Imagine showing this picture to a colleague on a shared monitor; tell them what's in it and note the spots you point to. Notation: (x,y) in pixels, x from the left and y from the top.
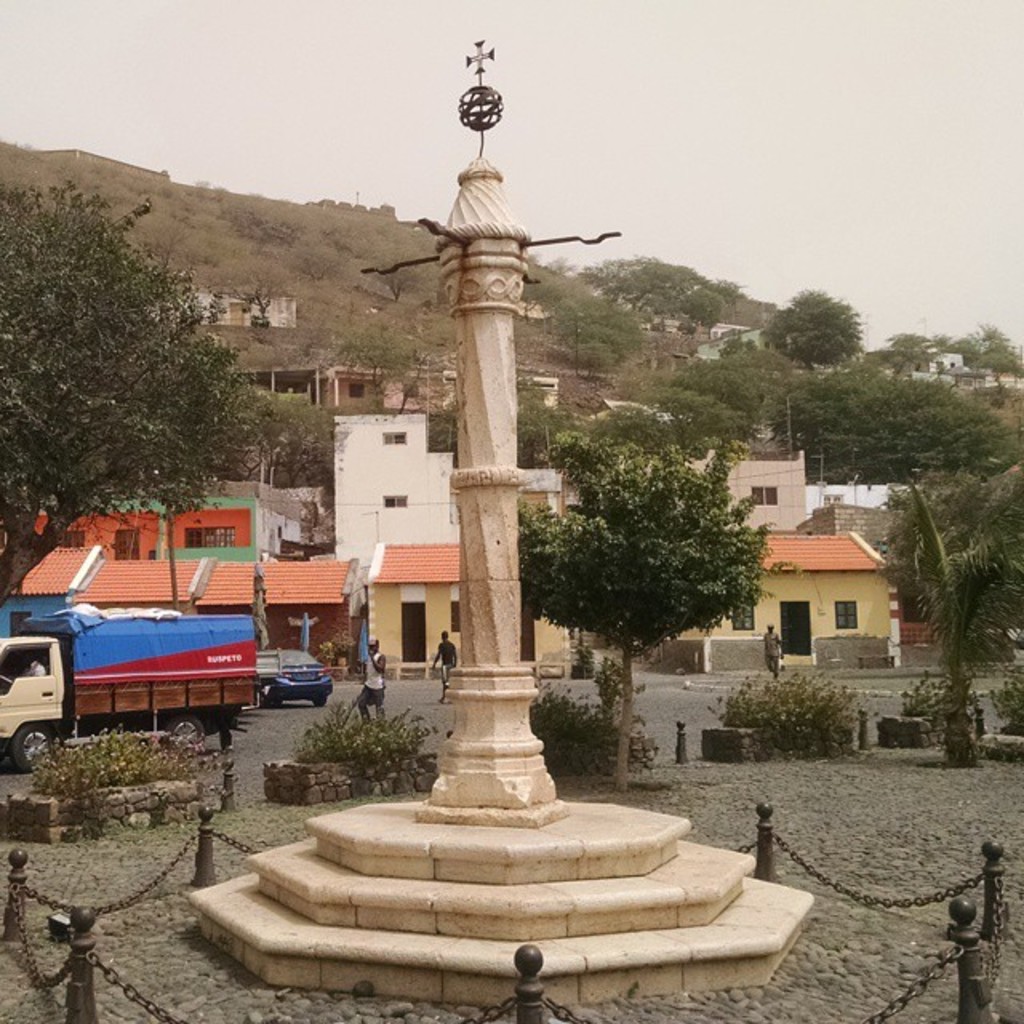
In this picture there is a tower (468,174) in the center of the image (508,632) and there are vehicles (193,652) on the left side of the image (18,705), there are buildings (669,331) and trees (120,392) in the background area of the image (626,456).
